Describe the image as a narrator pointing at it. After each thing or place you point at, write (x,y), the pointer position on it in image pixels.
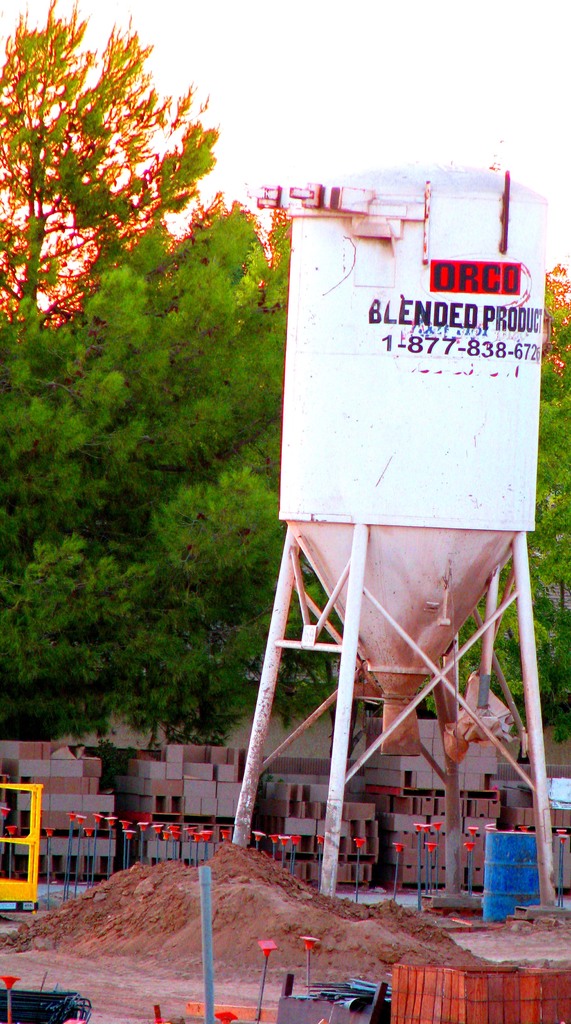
In this image I can see a machine (409,607) in white color, background (264,513) I can see trees (101,568) in green color, few blocks (194,848) and the sky (373,83) is in white color.
